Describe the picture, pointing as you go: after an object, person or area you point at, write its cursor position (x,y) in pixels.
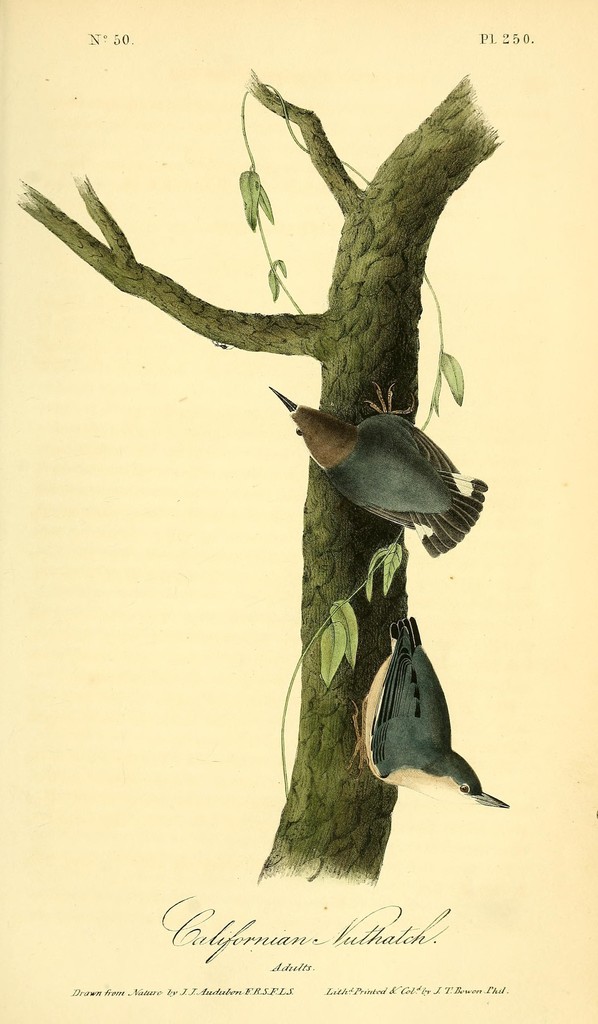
It is a poster. In this image there are two birds (372,440) on the tree (371,359) and there is text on the image.
